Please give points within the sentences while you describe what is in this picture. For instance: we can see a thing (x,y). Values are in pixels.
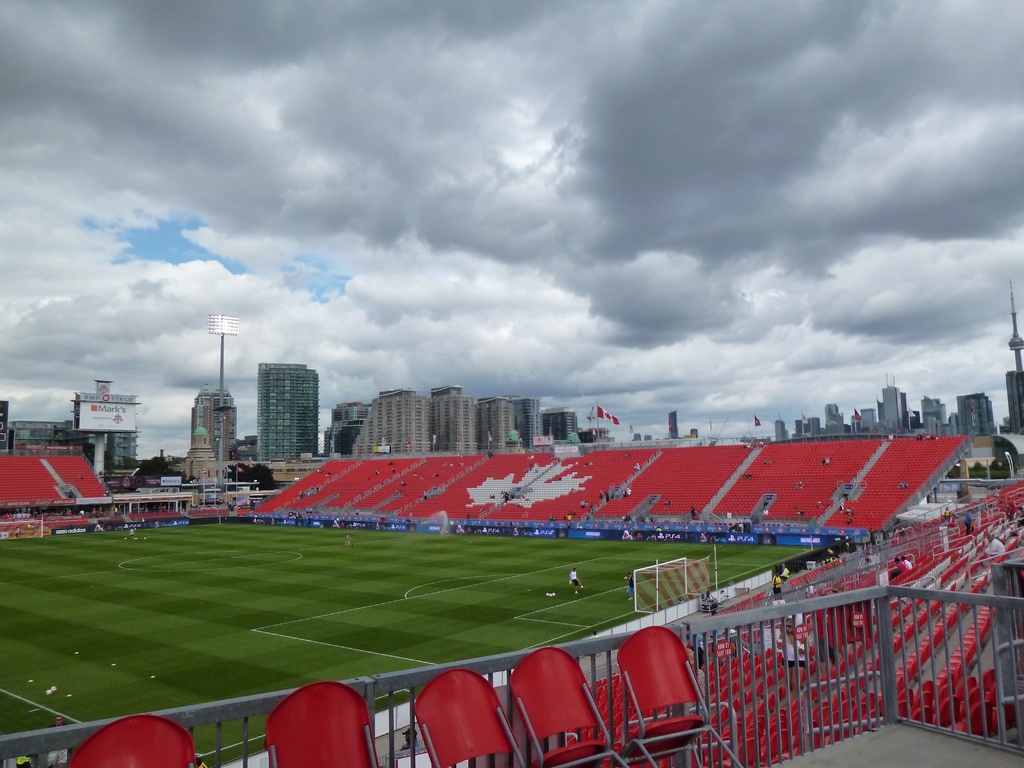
This is the picture of a stadium (963,563). In this image there are group of people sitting in the stadium (945,468) and there are few persons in the ground (622,608). At the back (246,386) there are buildings (284,381) and poles (220,425) and there are lights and hoarding (103,421) on the pole (104,474). At the top (193,245) there is sky (213,248) and there are clouds (220,160). At the bottom (275,620) there is grass (458,557). In the foreground (566,690) there are chairs (479,702) and there is a railing (799,687).
